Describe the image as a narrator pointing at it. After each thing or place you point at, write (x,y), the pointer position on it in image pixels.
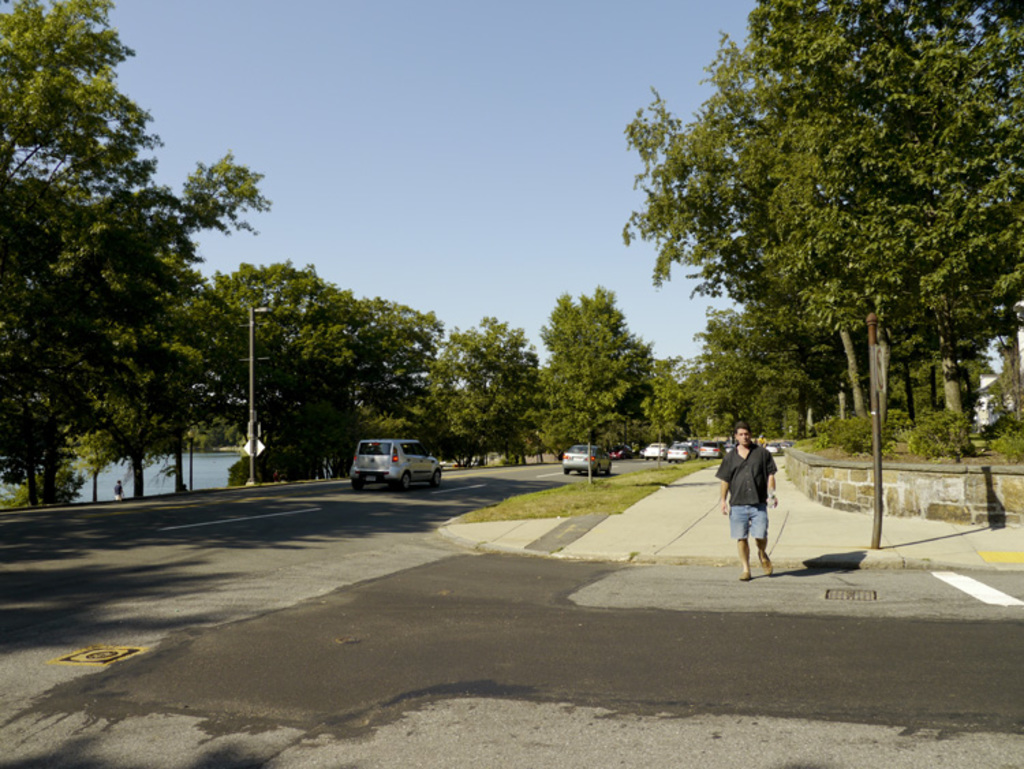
In this image we can see a man (730,483) standing on the road (68,513), vehicles (400,454), trees (24,240), plants (997,429), poles (876,510) and in the background (560,50) we can see the sky (530,78).
